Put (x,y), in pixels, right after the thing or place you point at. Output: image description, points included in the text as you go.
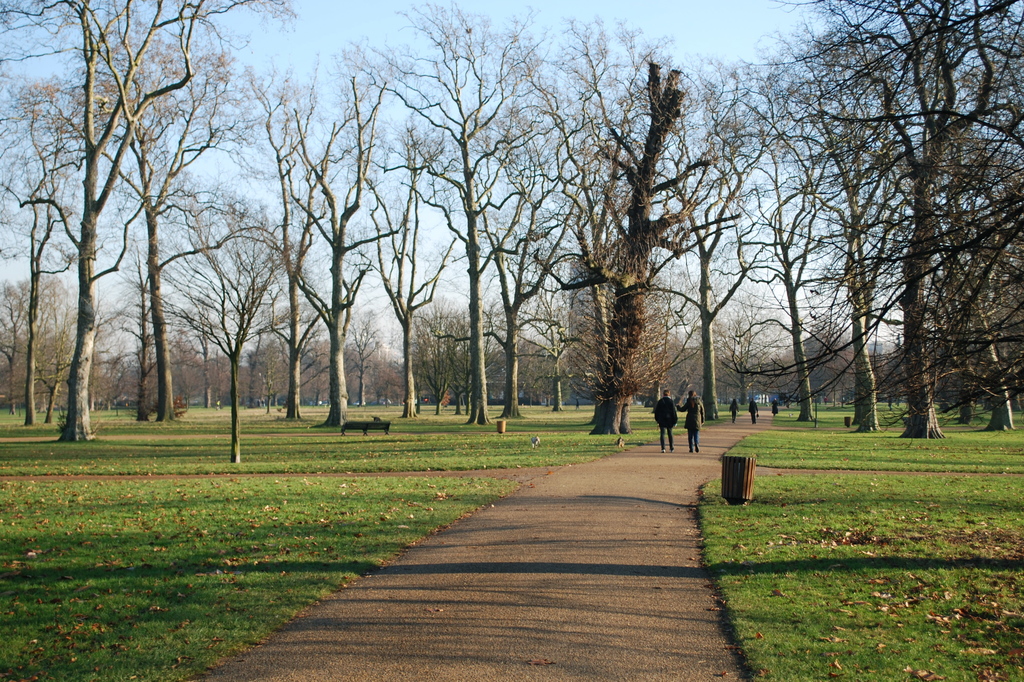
In this image we can see these people (669,402) are walking on the road (639,530). On the either side of the image we can see grass (400,540), trees (858,294), bench (376,425), trash cans (737,474) and sky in the background (515,313).
